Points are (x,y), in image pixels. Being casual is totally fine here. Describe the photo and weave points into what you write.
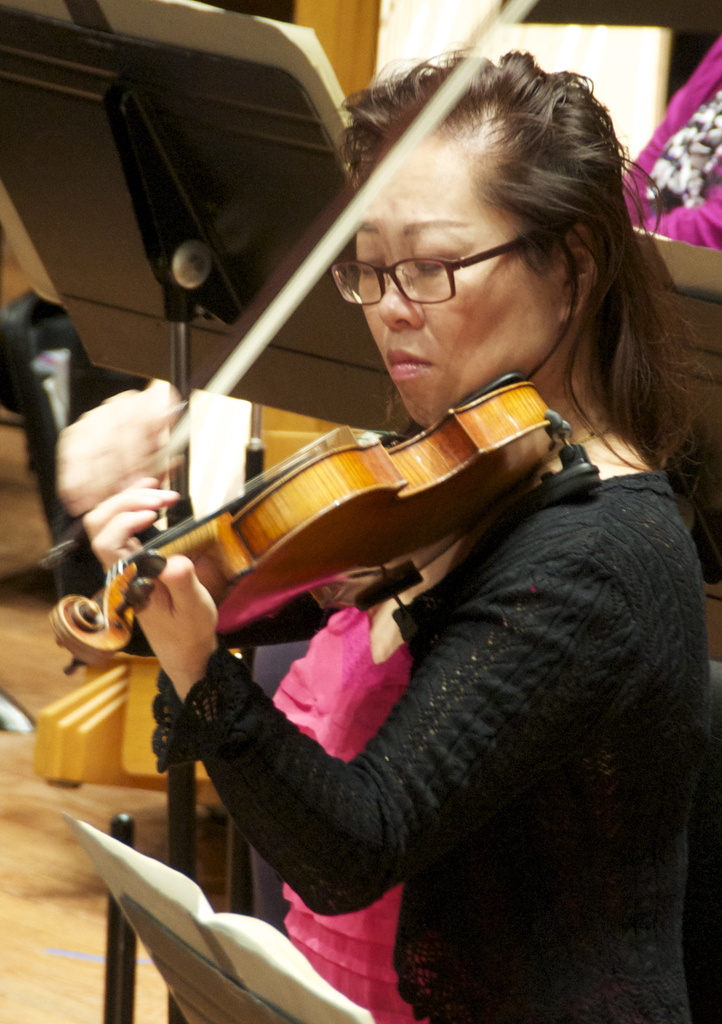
In this image I can see a woman (534,565) is holding a musical instrument (316,454). I can also see few stands (114,104).
